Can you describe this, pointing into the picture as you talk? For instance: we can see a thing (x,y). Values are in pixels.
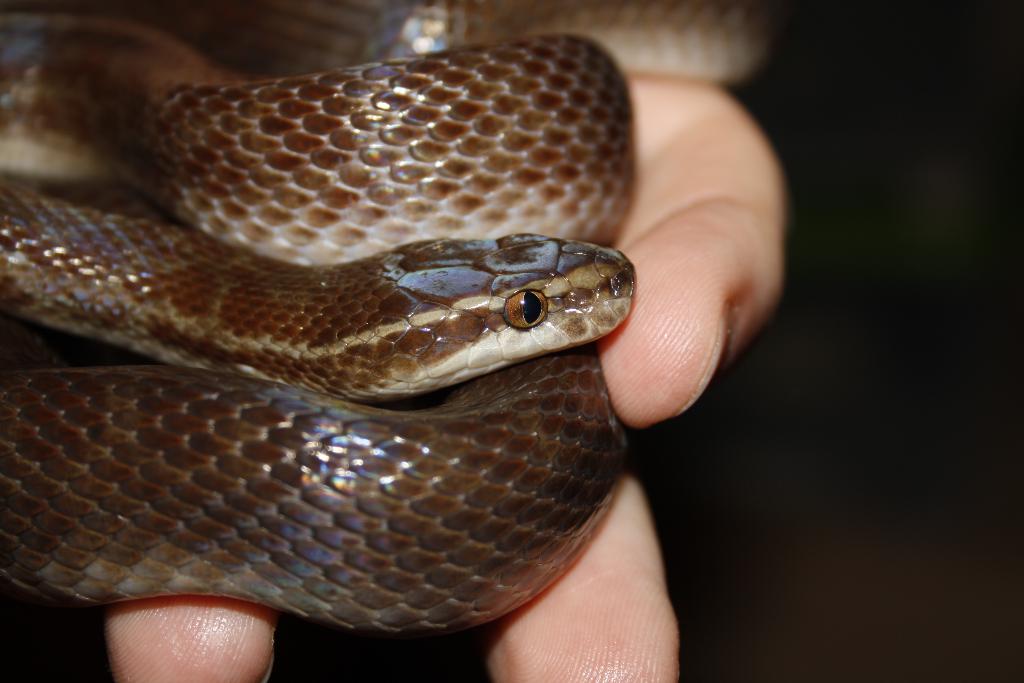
In the picture I can see the hand (656,105) of a person (643,101) holding a snake (321,448).
